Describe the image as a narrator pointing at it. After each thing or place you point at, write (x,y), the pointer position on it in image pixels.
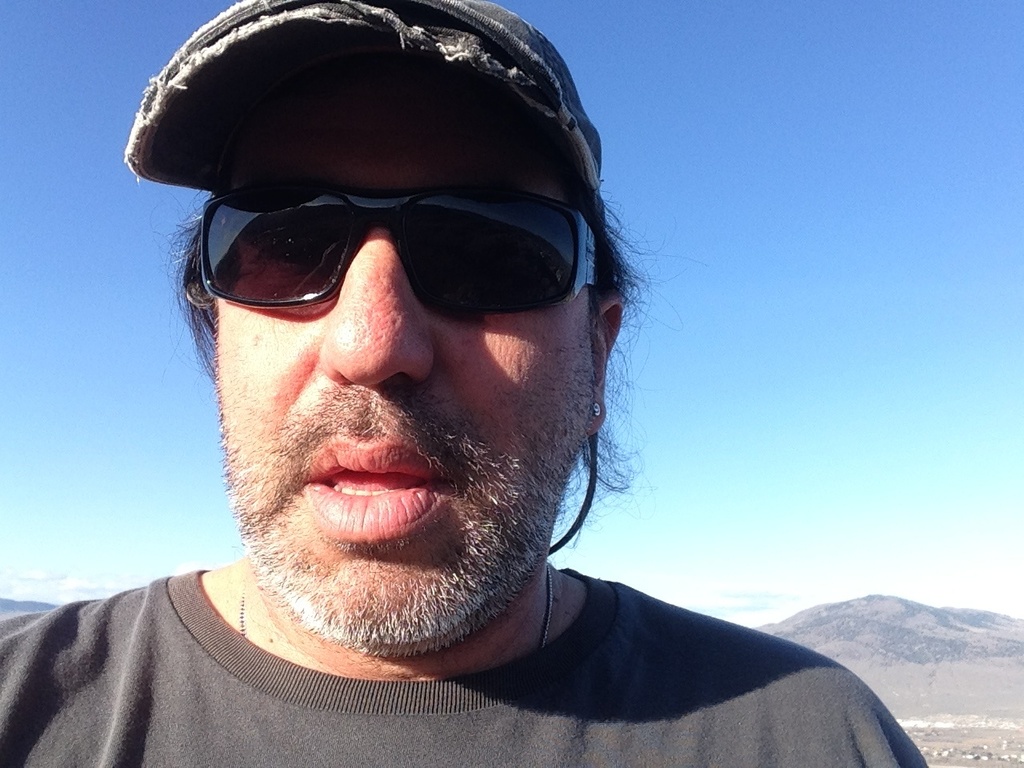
In this image we can see a man (370,741), who is wearing black color t-shirt (606,729), goggle (396,202) and cap (496,37). Behind mountains (872,606) and sky (872,178) is there.
